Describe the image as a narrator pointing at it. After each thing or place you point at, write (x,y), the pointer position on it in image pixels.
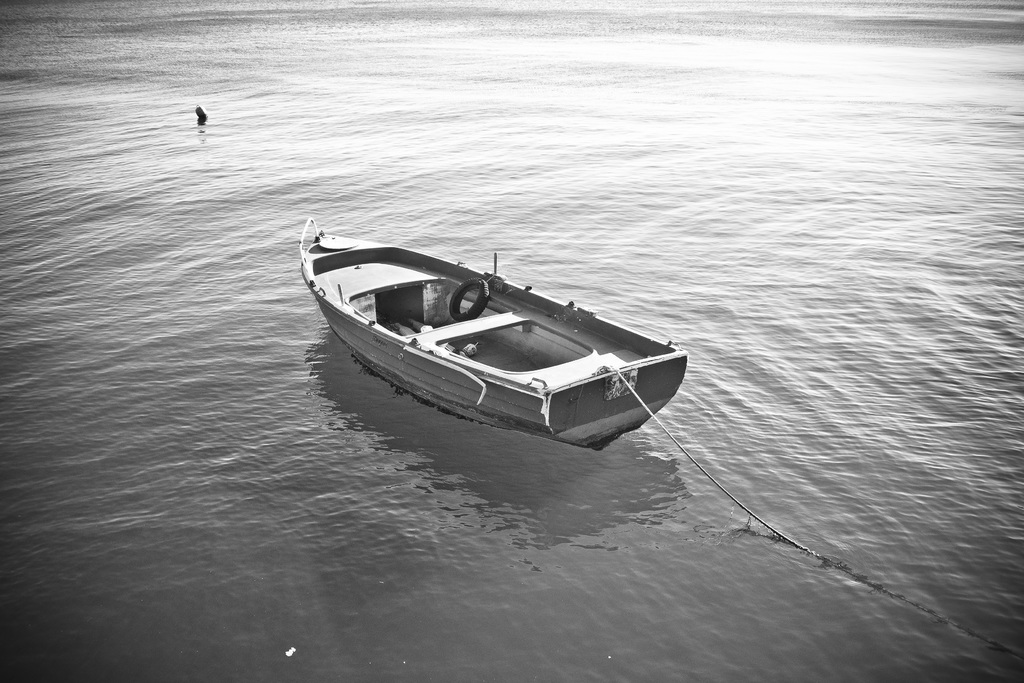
In this image I can see a boat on the water (185,142) and I can also see a buoy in the water (172,222) and the image is in black and white.
